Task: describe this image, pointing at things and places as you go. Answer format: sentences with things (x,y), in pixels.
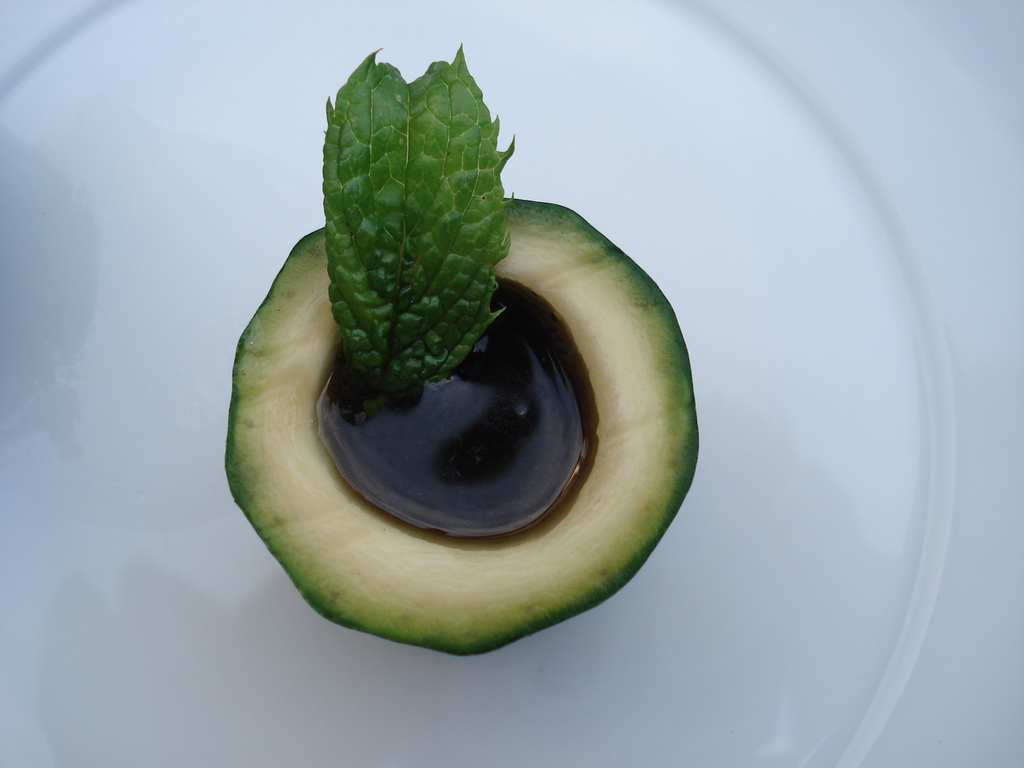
In the center of the image (673,283) we can see a plate (407,699). In the plate (407,699), we can see a slice of an avocado fruit (615,511). In the slice of an avocado fruit (616,505), we can see some liquid (502,483) and a mint leaf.
